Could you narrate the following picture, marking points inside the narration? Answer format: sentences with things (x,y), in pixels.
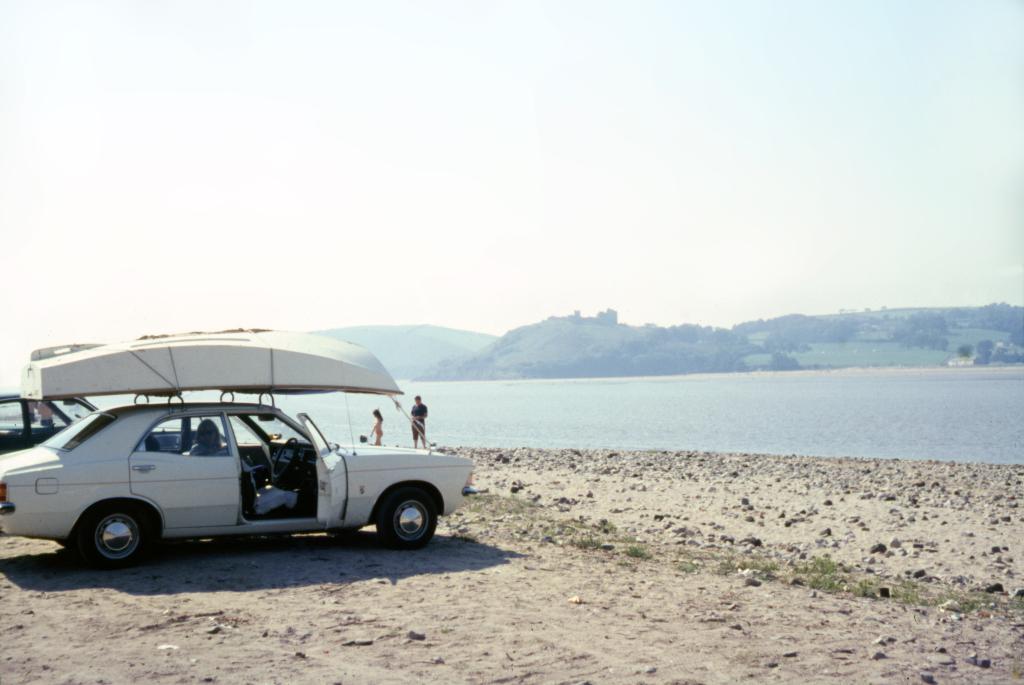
There is a car (278,481) and there is a boat (218,377) above it and there are two persons (419,420), water (507,399) and mountains (563,356) in the background (565,356).
